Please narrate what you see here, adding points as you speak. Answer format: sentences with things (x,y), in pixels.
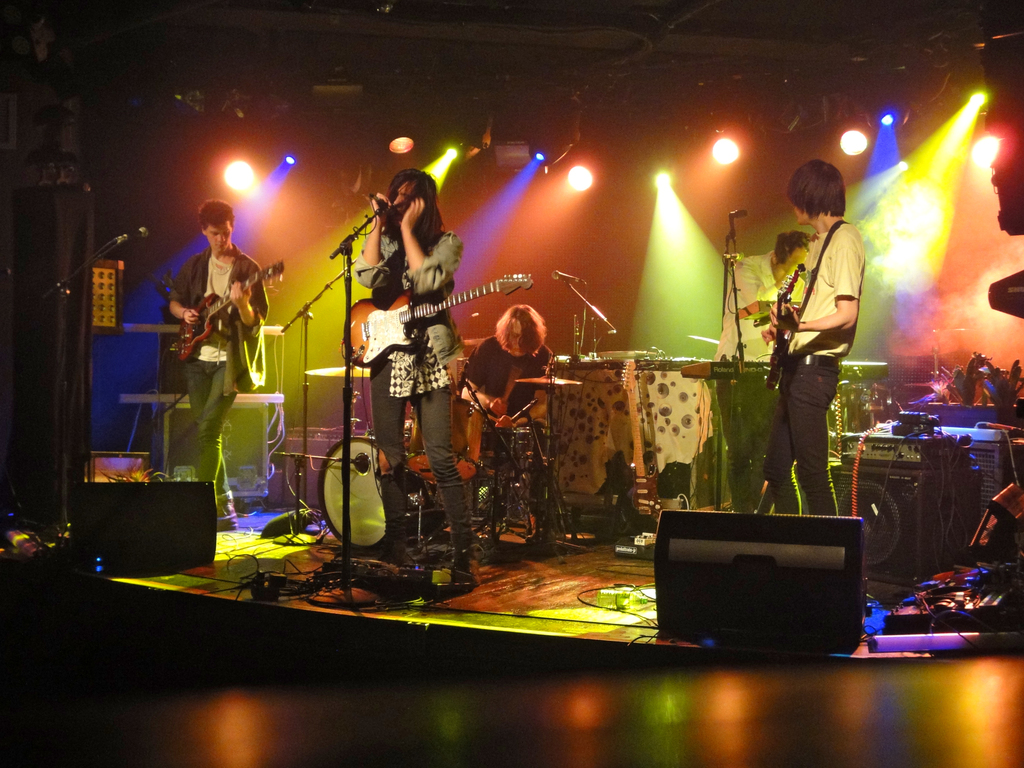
There are group of people (822,283) playing musical instruments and one among them is singing in front of the mic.
